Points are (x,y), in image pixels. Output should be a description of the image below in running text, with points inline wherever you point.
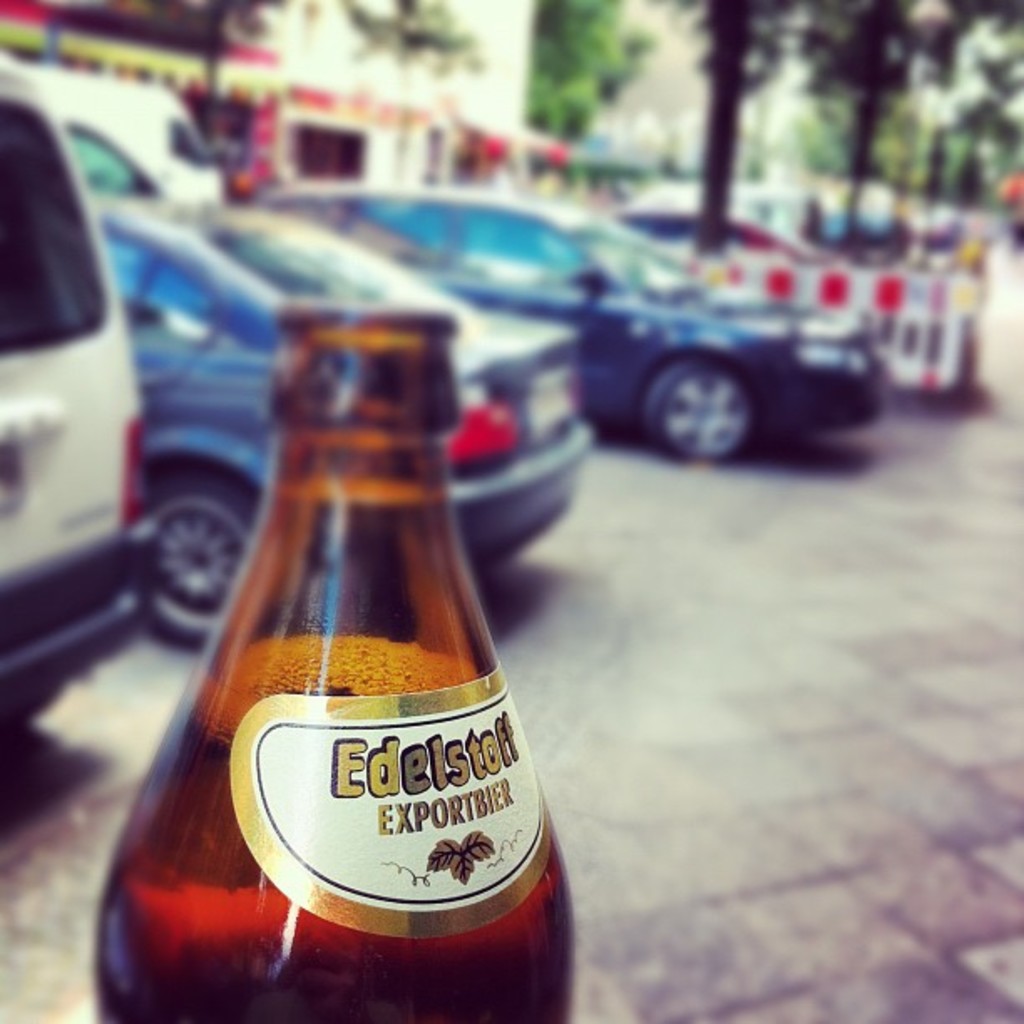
As we can see in the image. In the front (362,612) there is a bottle (360,618), behind the bottle (363,472) there are cars (624,257) and trees (869,147). In the background (463,90) there is a building (372,81).
